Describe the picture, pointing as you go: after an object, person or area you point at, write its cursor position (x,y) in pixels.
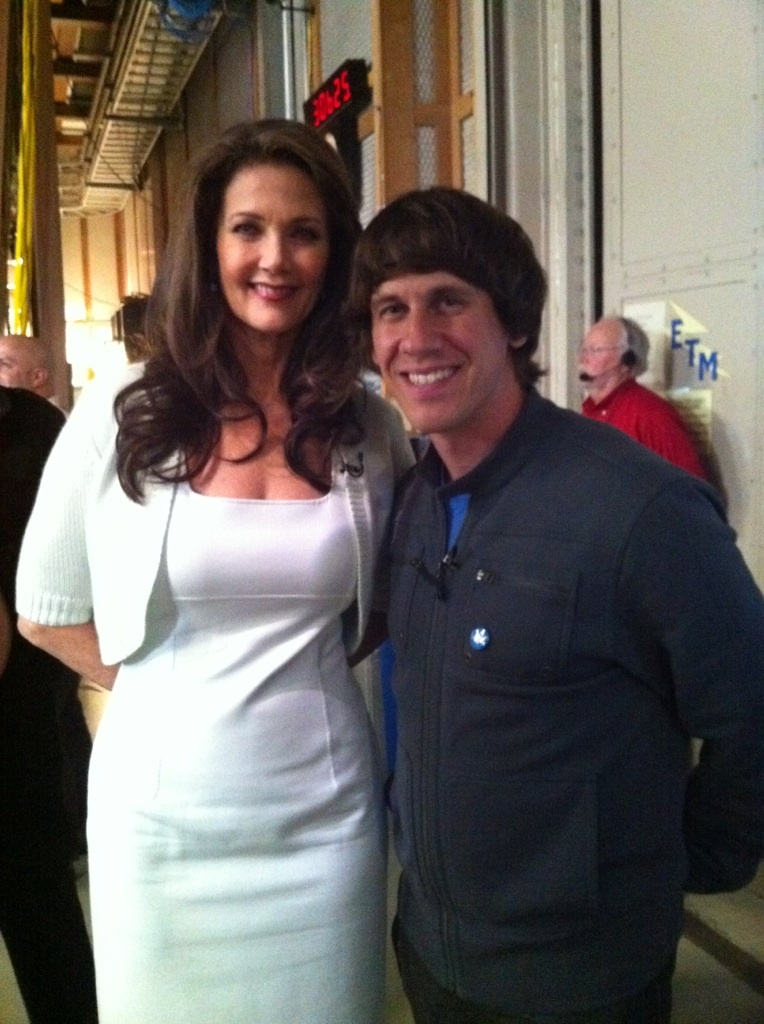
In the image there is a woman (324,558) in white dress (285,632) standing beside a man (499,494) in black dress (494,523) and behind there are few people (628,398) standing, on the right side (687,143) there is wall (707,146).
